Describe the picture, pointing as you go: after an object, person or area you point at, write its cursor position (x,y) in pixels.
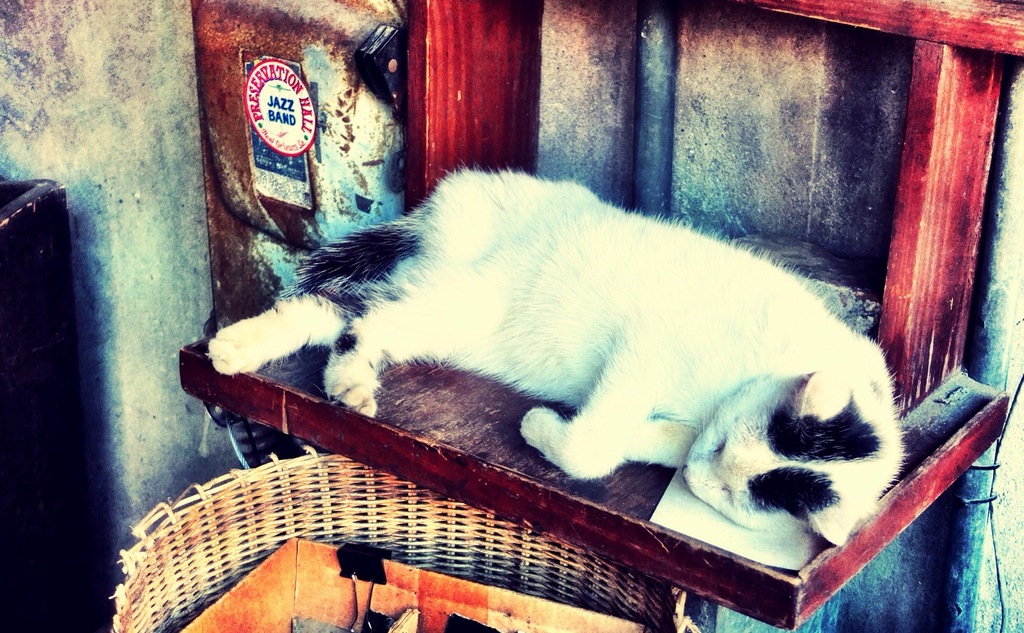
This is an edited image. At the bottom (367,517) there is a basket (380,517) in which there are few objects (299,595). In the middle of the image (385,398) there is a wooden board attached to a wall (793,231). On this board (421,366) a white cat (573,378) is laying. On the left side (35,293) there is an object (43,504). There are two metal rods (654,131) attached to the wall (800,148).
